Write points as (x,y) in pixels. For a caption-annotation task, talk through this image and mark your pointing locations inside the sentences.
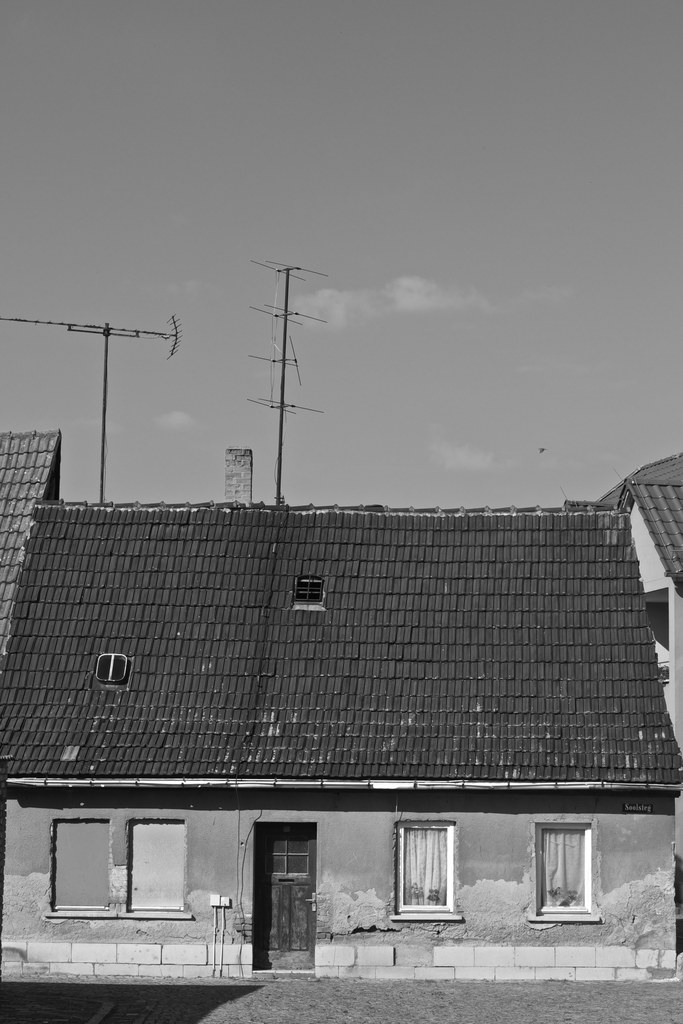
In this image there are houses (190,698), there are poles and the sky (245,423) is cloudy.
